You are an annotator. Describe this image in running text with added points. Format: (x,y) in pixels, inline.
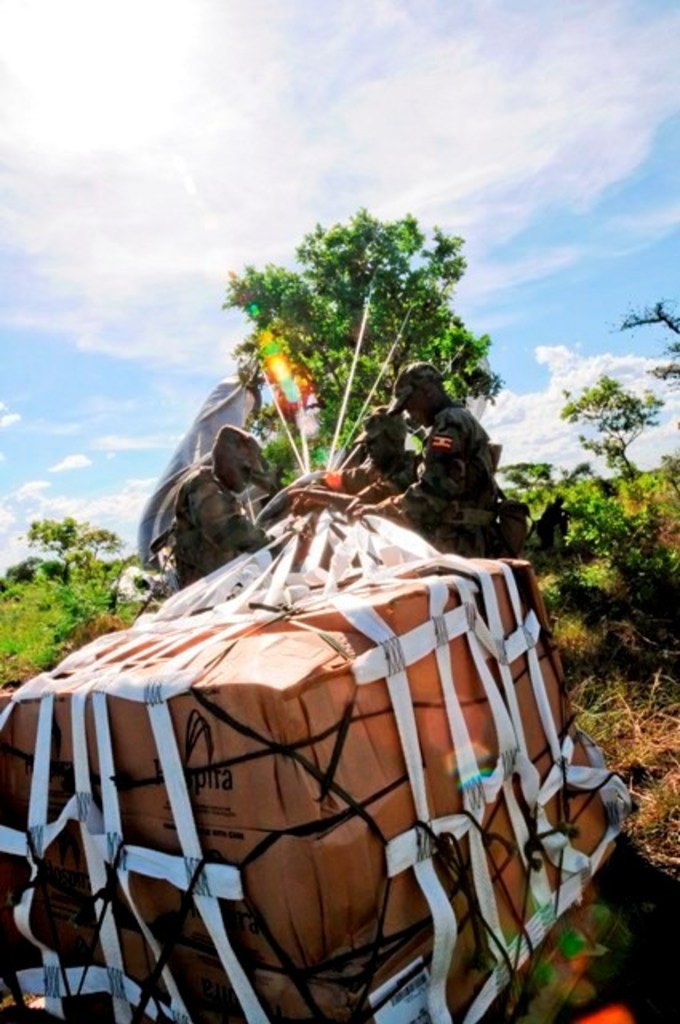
In the image I can see some people (352,506) who are near some boxes (389,816) which are in the net (433,993) and also I can see some trees (240,273) and plants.
